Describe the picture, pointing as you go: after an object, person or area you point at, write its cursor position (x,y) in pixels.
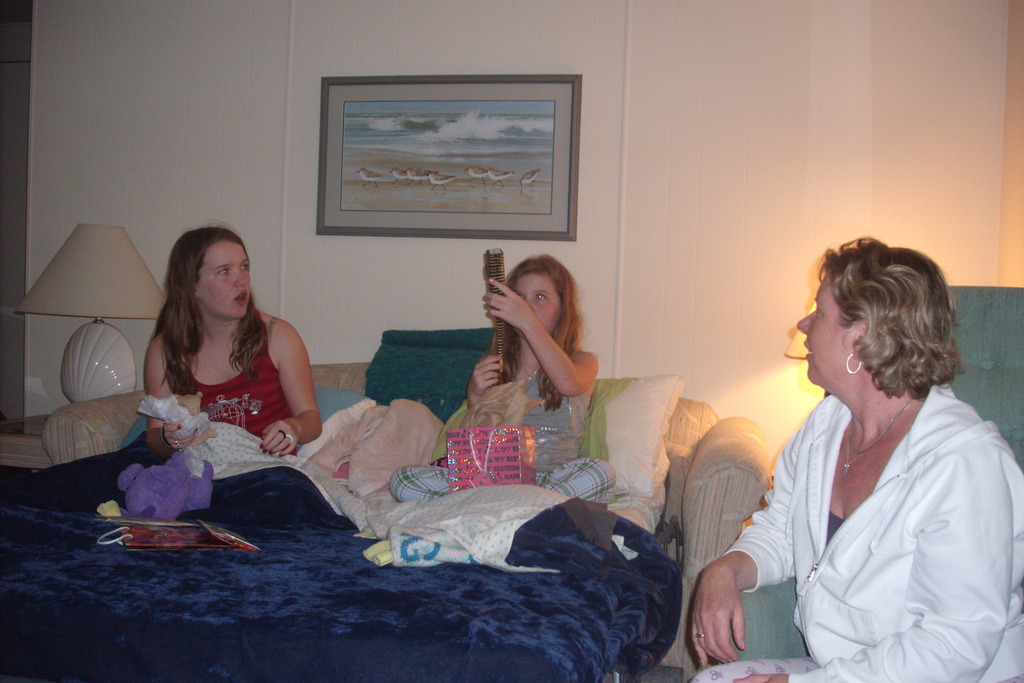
In this image there is a person (844,680) sitting on the chair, two persons (546,406) sitting on the bed (396,451), there are blankets (409,449), pillows (612,484), bags (446,437) on the bed (352,511), and in the background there are lamps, frame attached to the wall (583,282).
